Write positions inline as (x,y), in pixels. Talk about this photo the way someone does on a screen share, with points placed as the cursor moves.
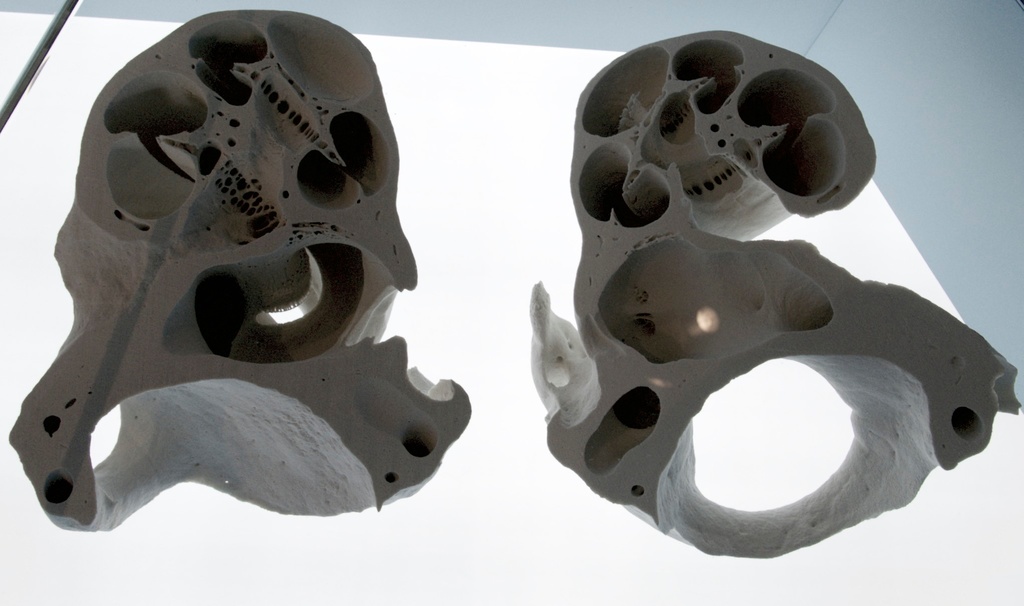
In the center of this picture (595,240) we can see the two objects (250,209) seems to be placed on the top of table (405,558). In the background (553,579) we can see a white color object (90,538) which seems to be the wall (13,122) and we can see some other objects (70,7).
